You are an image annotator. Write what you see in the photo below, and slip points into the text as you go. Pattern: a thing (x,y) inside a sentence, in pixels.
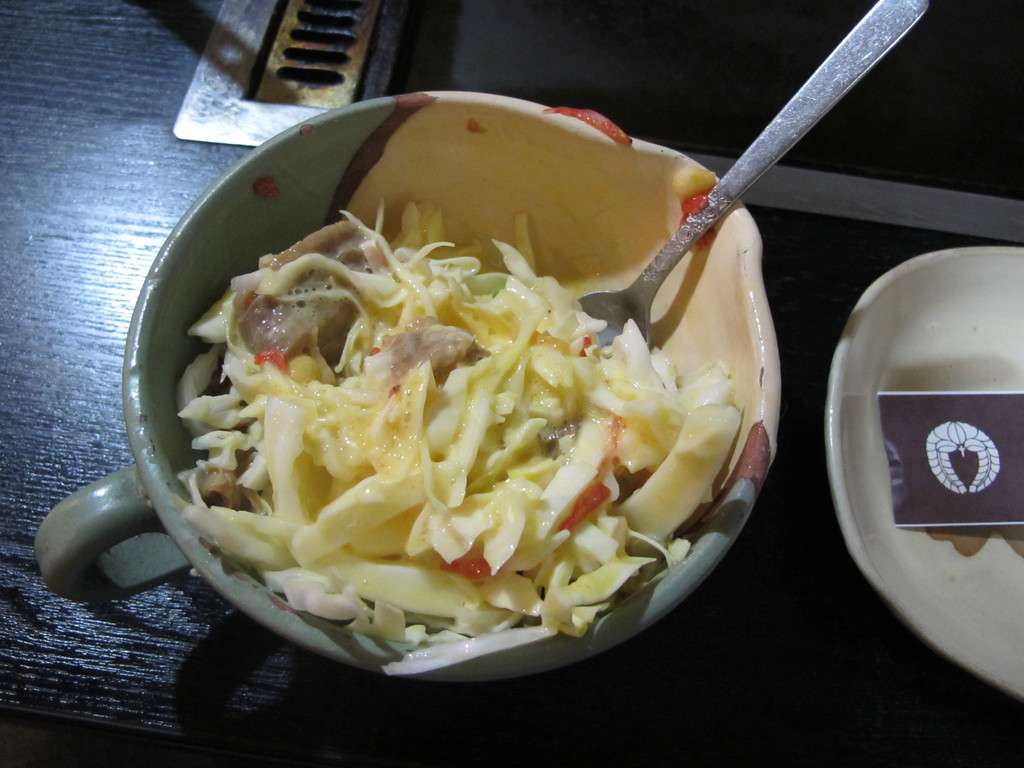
In this image we can see two bowls (593,148), among them one is with some food (280,323) and a spoon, and the other one is with an object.
